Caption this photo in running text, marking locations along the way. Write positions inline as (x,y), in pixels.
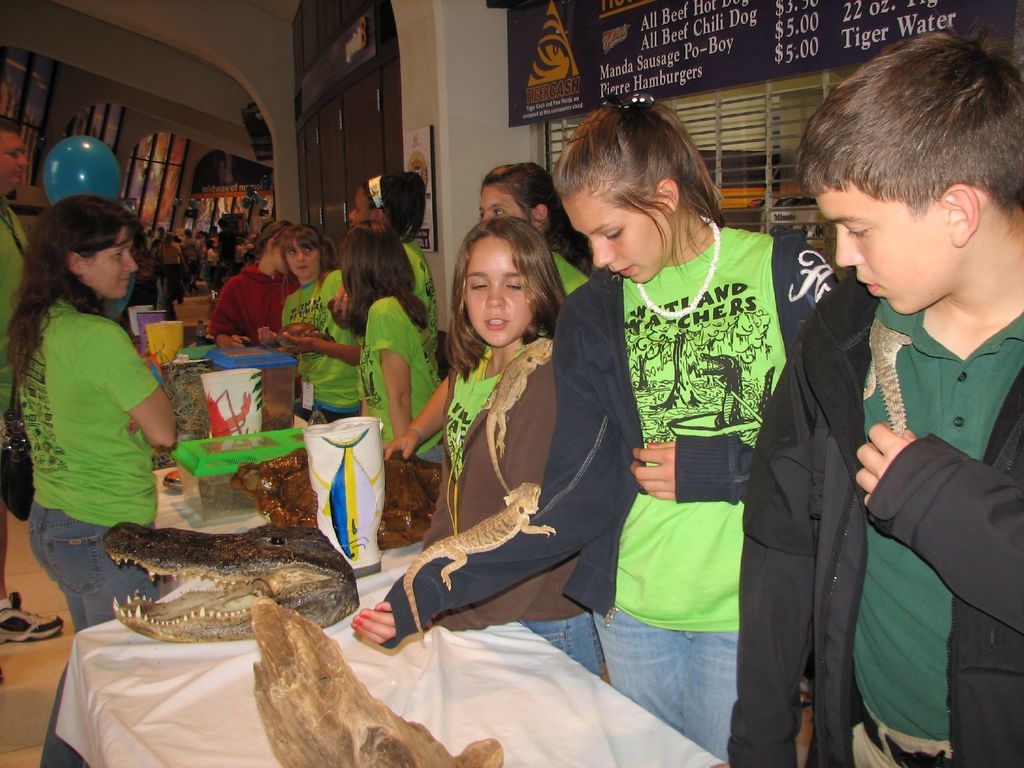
In the center of the image (386,376) we can see a few people (384,295) are standing around the table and they are in different costumes (473,515). And we can see a few people (907,515) are holding reptiles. On the table (331,627), we can see one cloth (390,560), plastic boxes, one crocodile face (203,604) and a few other objects (251,474). In the background (263,179) there is a wall (481,84), fence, banners (878,42), few people (285,251) are standing and a few other objects (158,171). On the banners (628,80), we can see some text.
